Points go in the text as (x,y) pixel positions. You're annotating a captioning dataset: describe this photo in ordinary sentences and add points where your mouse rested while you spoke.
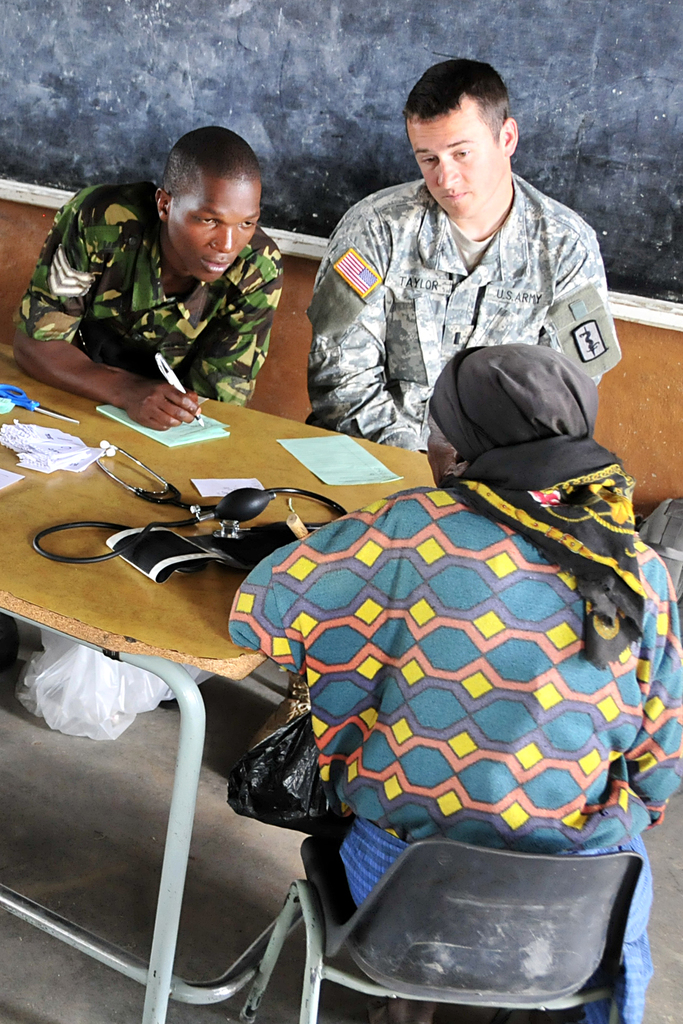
In this image, few peoples (427,624) are sat on the chair (494,916). In the middle (266,421), we can see a wooden table (191,628), few items (313,461) are placed on the table (235,467). And back side, there is a black color board (312,142) and wall (667,385).
